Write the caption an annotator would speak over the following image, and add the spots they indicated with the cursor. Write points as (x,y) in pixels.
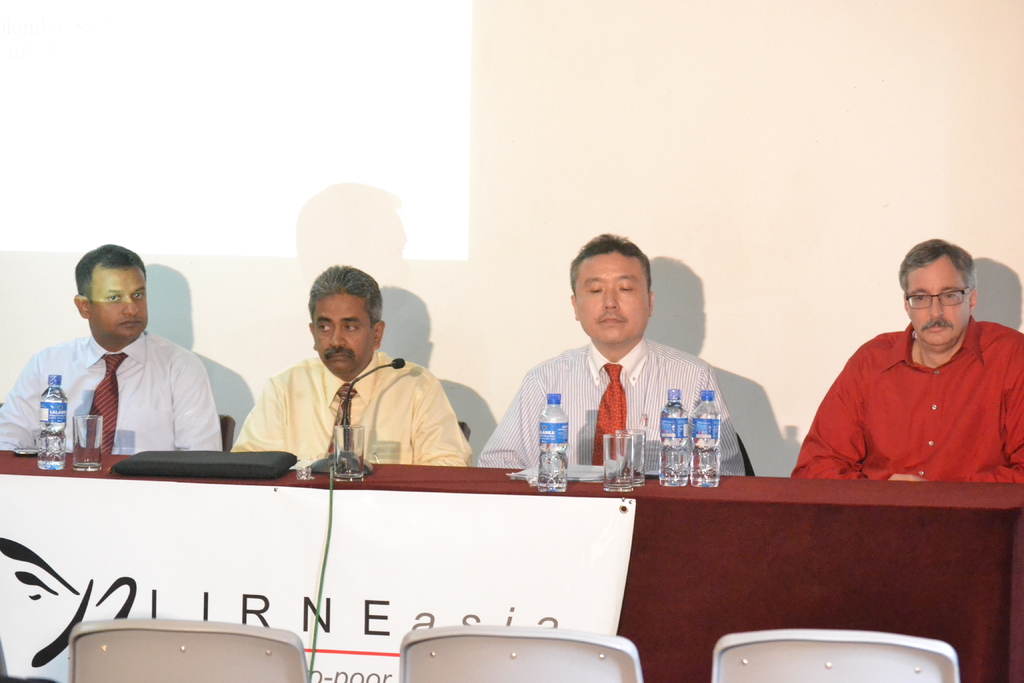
In this image I can see four men (811,436) who are sitting on the chair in front of the table (943,490). On the table (90,473) we have a couple of water bottles (700,444) and glasses (77,421). On the table (283,476) we also have a microphone (348,422) and few other objects (195,472) on it. In front of the people (422,457) we have 3 empty chairs (175,663) and behind these people (332,397) we have a projector screen (319,160).
